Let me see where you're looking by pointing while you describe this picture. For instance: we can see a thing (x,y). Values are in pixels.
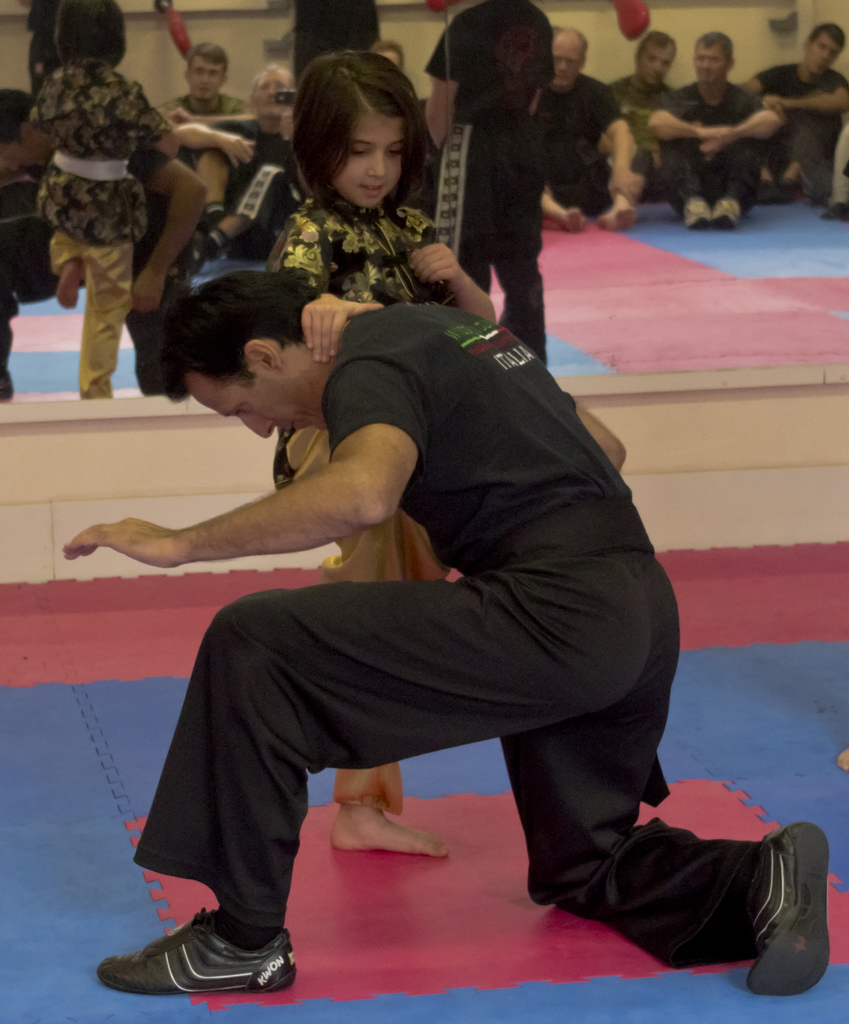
In this image we can see a person (500,478) holding a girl (404,293) and behind them, we can see some people (558,135) sitting and we can also see some people (481,109) standing.
